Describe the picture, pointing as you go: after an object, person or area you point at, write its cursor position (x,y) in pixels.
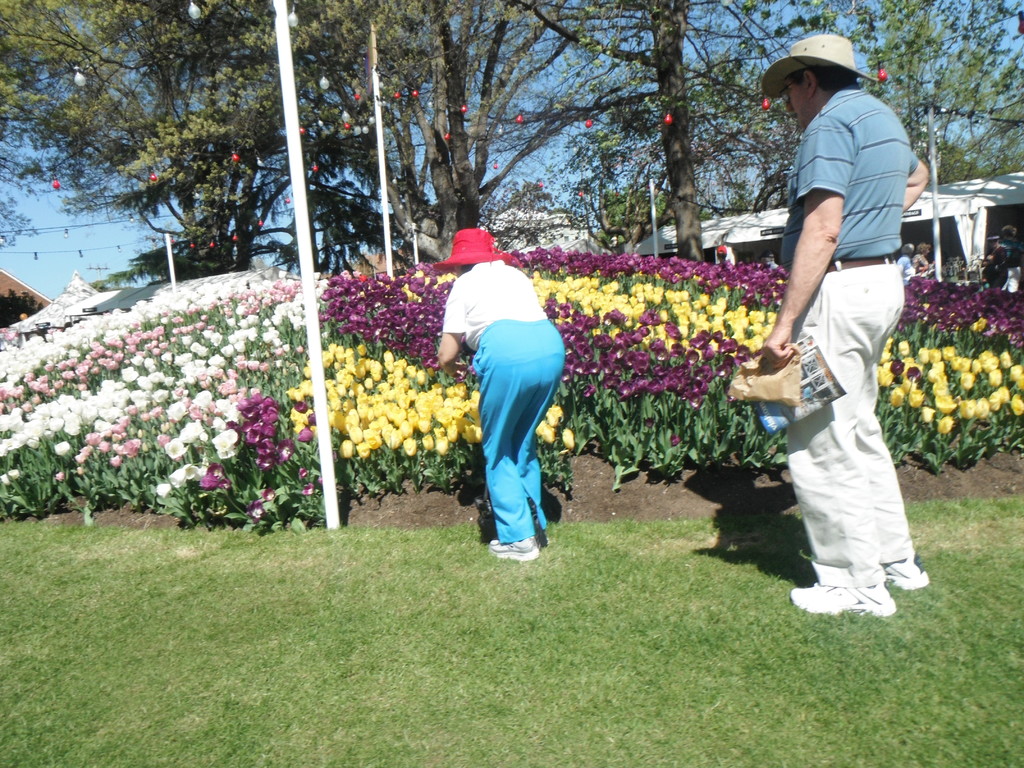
In-front of these people (510,391) there are plants (199,409) and flowers (616,358). Background (674,214) there are trees (680,201). These are poles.
